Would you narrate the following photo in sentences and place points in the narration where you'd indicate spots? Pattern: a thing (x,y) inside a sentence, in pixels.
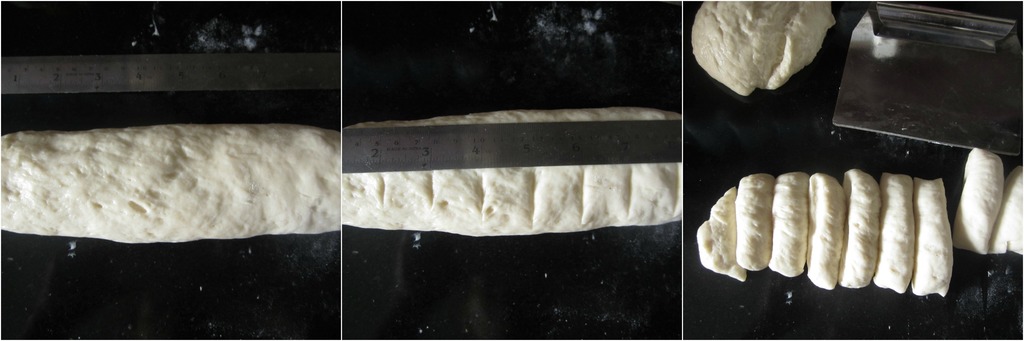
On the left side of the image (180,147) there on the black surface (122,99) there is a dough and a scale (283,54). In the middle of the image (506,180) there is a dough (638,195) with lines (633,173) and scale (451,142) on it. On the right side of the image (856,195) there are few pieces of dough (856,219) and a steel item (935,91) on the surface (834,128).
